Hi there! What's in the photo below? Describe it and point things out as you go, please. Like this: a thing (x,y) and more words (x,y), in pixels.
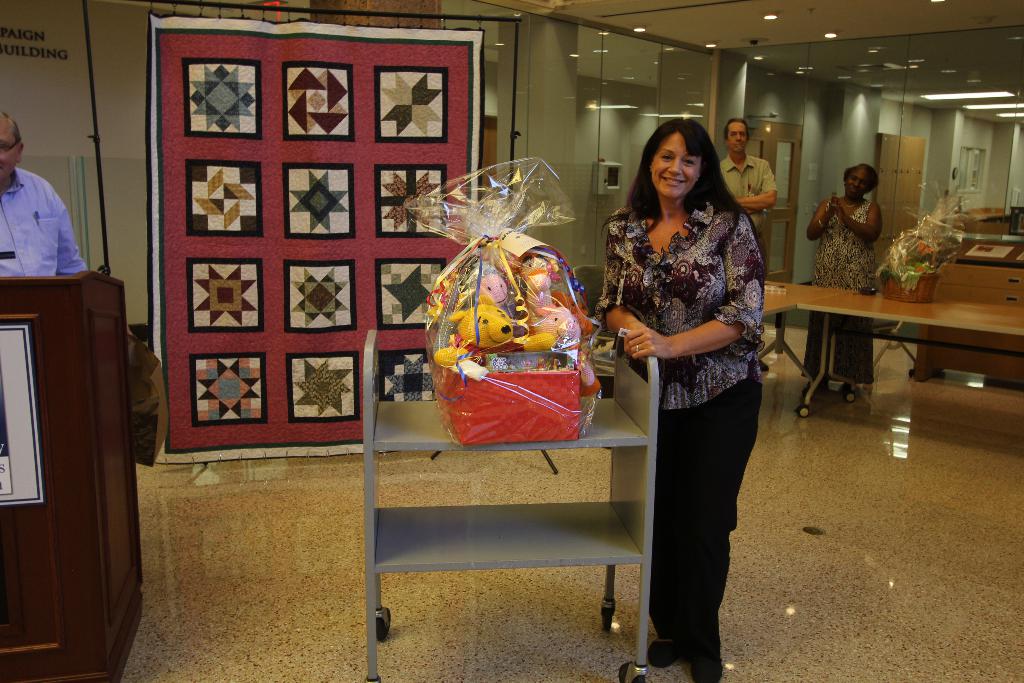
In the foreground (637,661), I can see four persons (697,431) are standing on the floor (484,586) in front of tables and I can see some objects (476,250) on a table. In the background (349,221), I can see a wall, boards (331,242), lights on a rooftop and doors (799,193). This image taken, maybe in a hall (411,503).
